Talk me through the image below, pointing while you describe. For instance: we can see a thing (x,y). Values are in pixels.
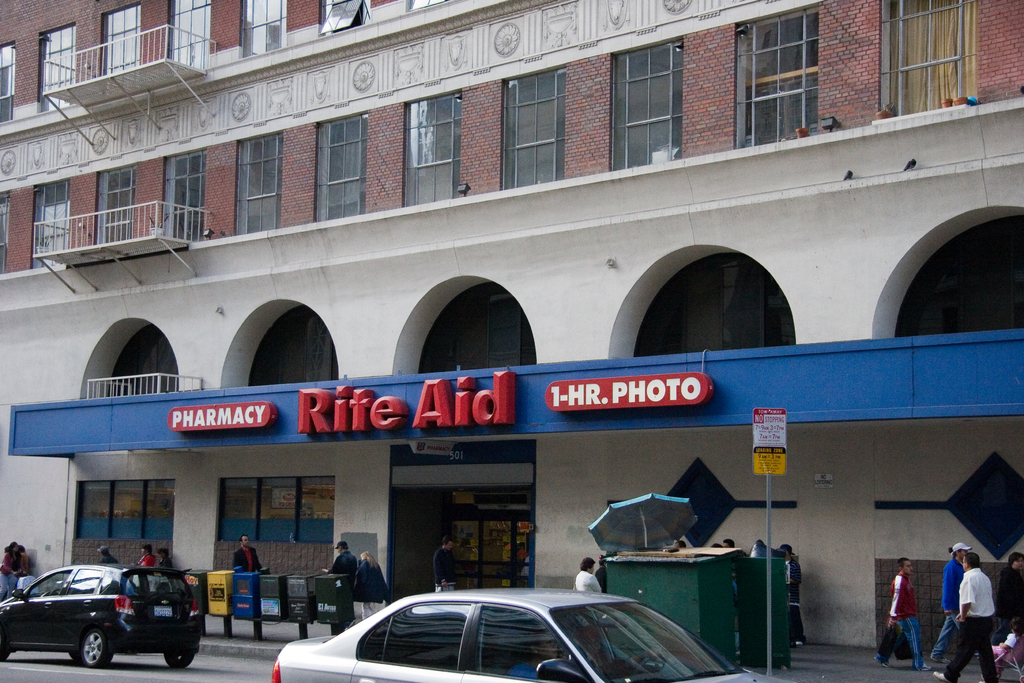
In this image I can see a building (372,189), number of windows (459,140), few cars (601,621), few boxes (248,601) and I can also see number of people (1012,574) are standing. Here I can see something is written and on these boards (781,445) I can see something is written.
